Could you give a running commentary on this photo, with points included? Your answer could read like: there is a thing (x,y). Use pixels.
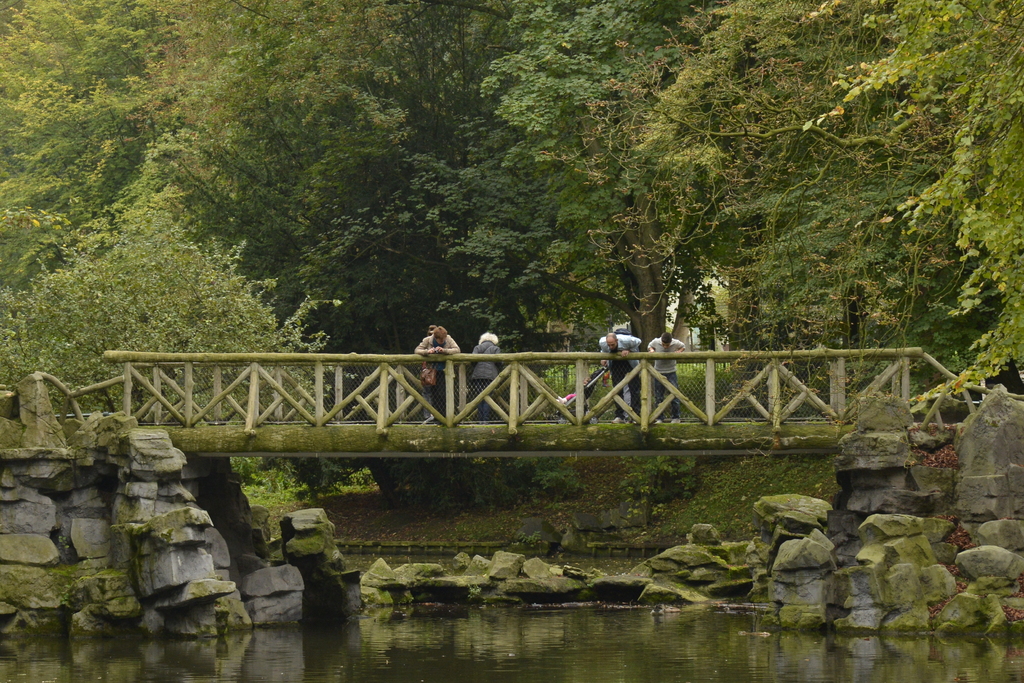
In this image we can see water (495,608) and rocks (509,580) at the bottom of the image (372,583). There is a bridge (376,409) with fencing (446,422). On the bridge (532,361) there are few people (613,349) standing. In the background (518,236) there are trees (486,207). Also there is a stroller (600,368) on the bridge (583,398).
